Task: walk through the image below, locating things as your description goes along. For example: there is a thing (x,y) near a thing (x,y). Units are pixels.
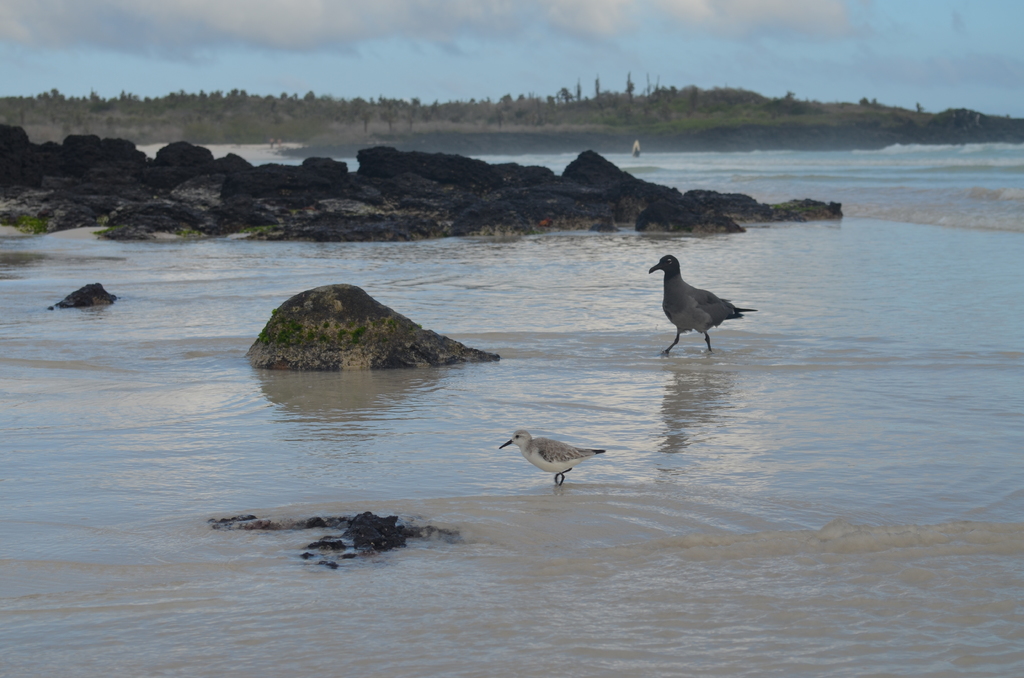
In this picture we can see 2 birds (537,459) standing on the water (578,485). This place is surrounded with trees (926,115) and rocks (258,176).
